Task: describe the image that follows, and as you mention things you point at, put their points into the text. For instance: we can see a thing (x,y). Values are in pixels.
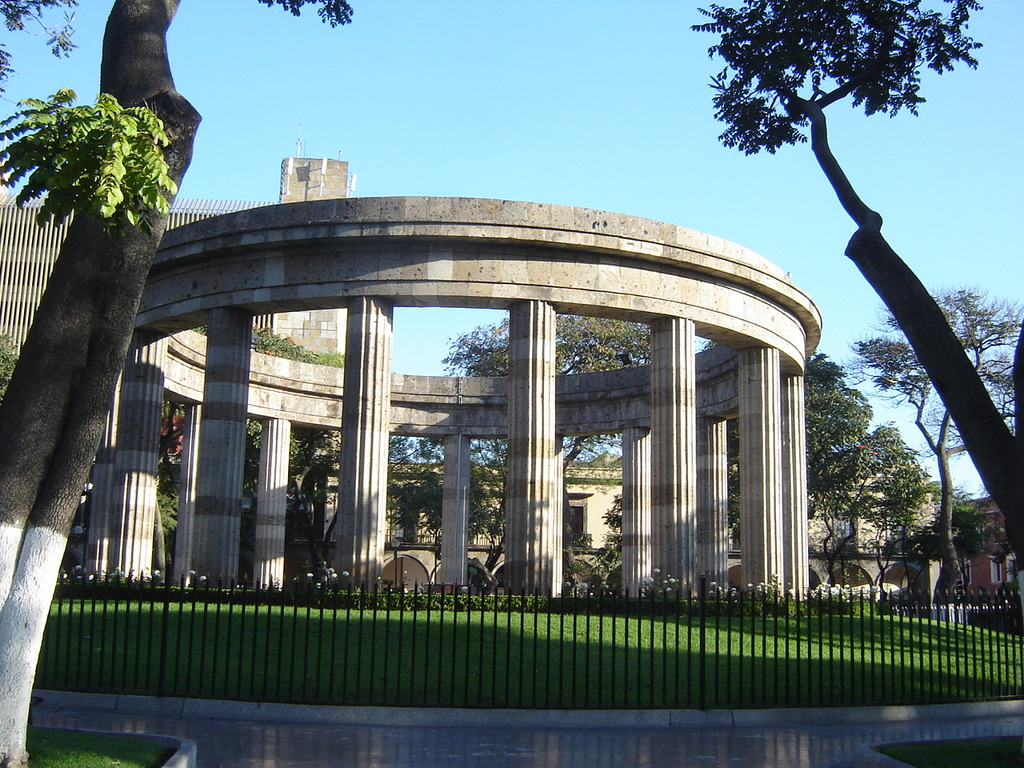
At the center of the image (466,385) there is a building (283,382), in front of the building (466,416) there are trees (875,461), plants (541,608), grass (497,619) and railing (523,641). In the background (587,117) there is the sky (447,134).
